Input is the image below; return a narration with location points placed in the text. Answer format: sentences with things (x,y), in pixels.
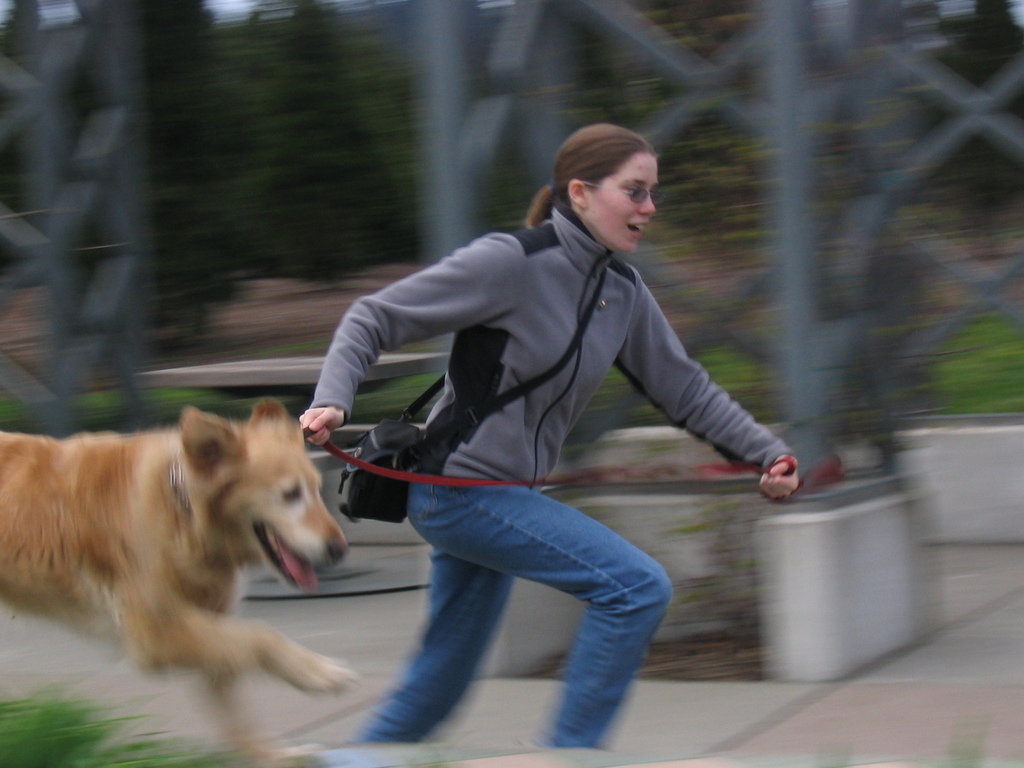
This is a picture taken in the outdoor, the women (463,393) and a dog (302,503) running on the floor (550,757). Background of this woman (454,369) is a tower (528,149) and trees (369,127).
